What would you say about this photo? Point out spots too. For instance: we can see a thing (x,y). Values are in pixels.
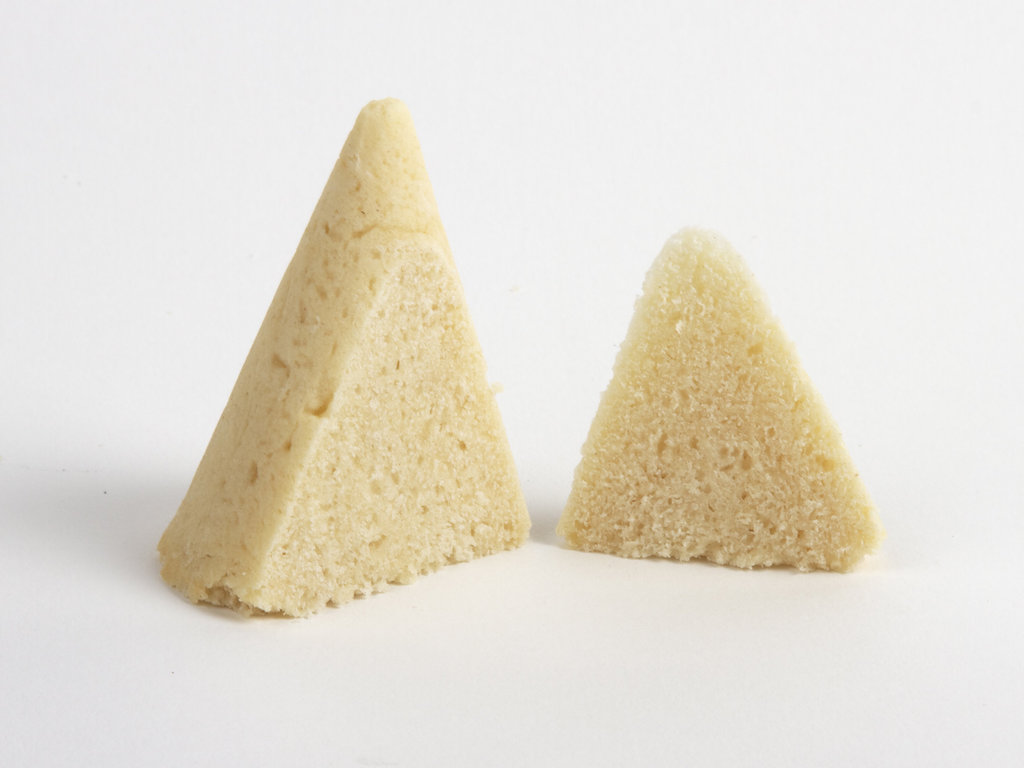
There are two pieces of a cake (644,441) is kept on a white color surface (497,640).
